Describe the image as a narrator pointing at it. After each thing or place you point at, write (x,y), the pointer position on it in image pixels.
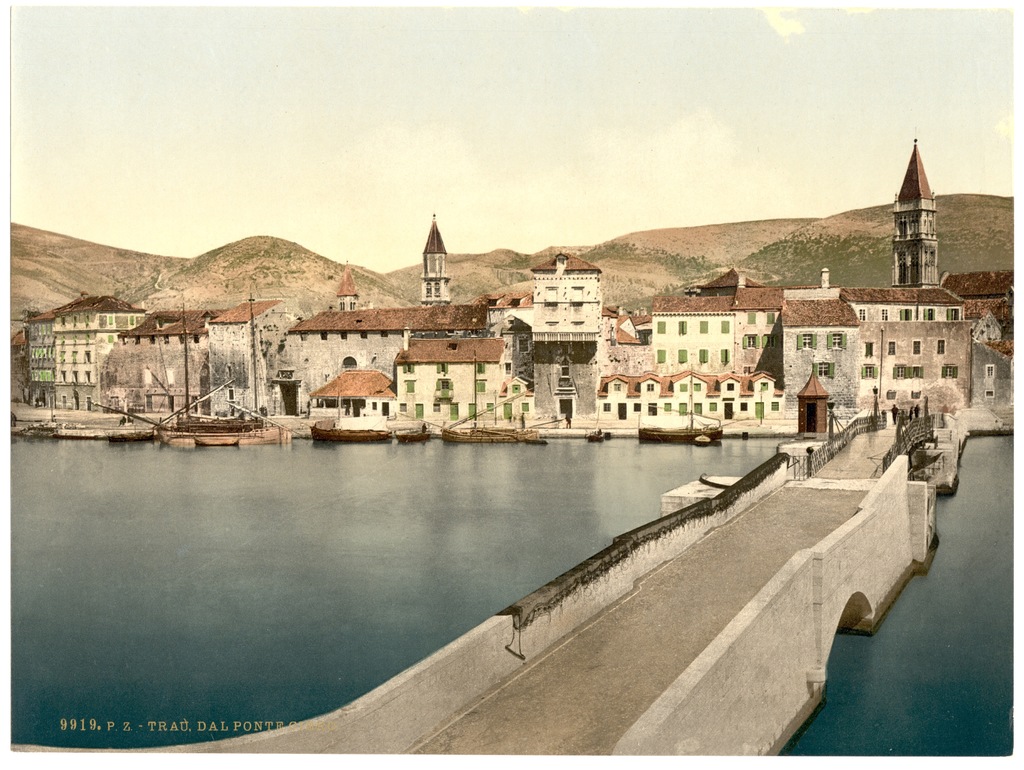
In this picture we can see a bridge (750,611) in the front (619,607), on the left side (323,563) there is water (398,577), we can see some boats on the water (483,448), in the background (863,366) there are some buildings (355,363), we can see the sky (517,105) at the top of the picture (505,101), at the left bottom (239,732) there is some text (257,723).
